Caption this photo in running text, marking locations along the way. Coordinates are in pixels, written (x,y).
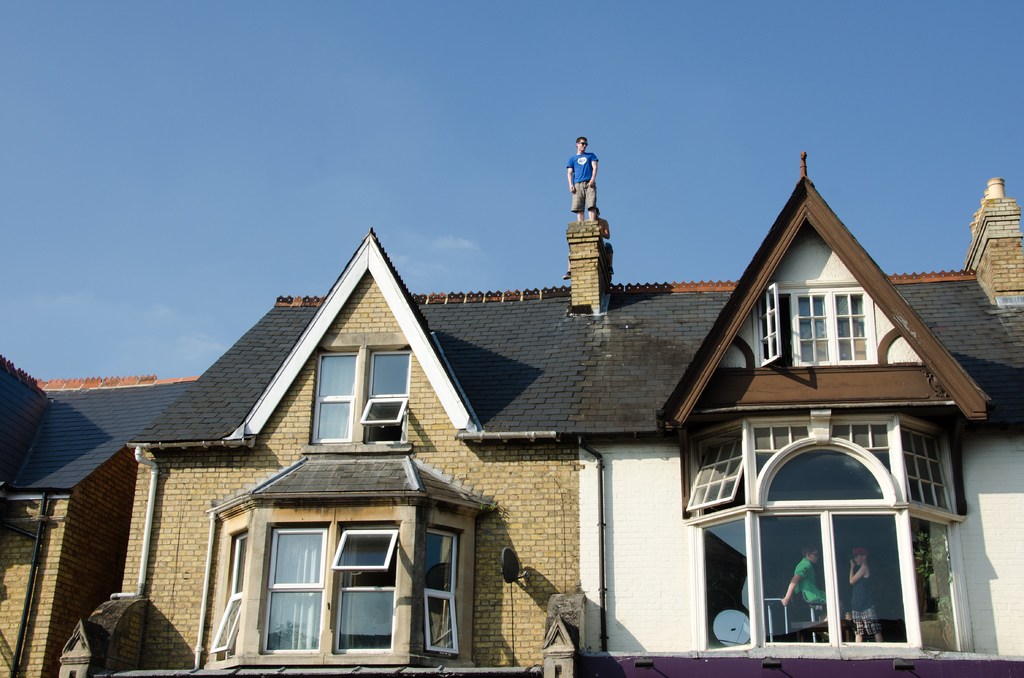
In this image I can see houses (446,580), windows (442,582) and four persons (808,568). In the background (654,177) I can see the blue sky (385,188). This image is taken may be during a day.
